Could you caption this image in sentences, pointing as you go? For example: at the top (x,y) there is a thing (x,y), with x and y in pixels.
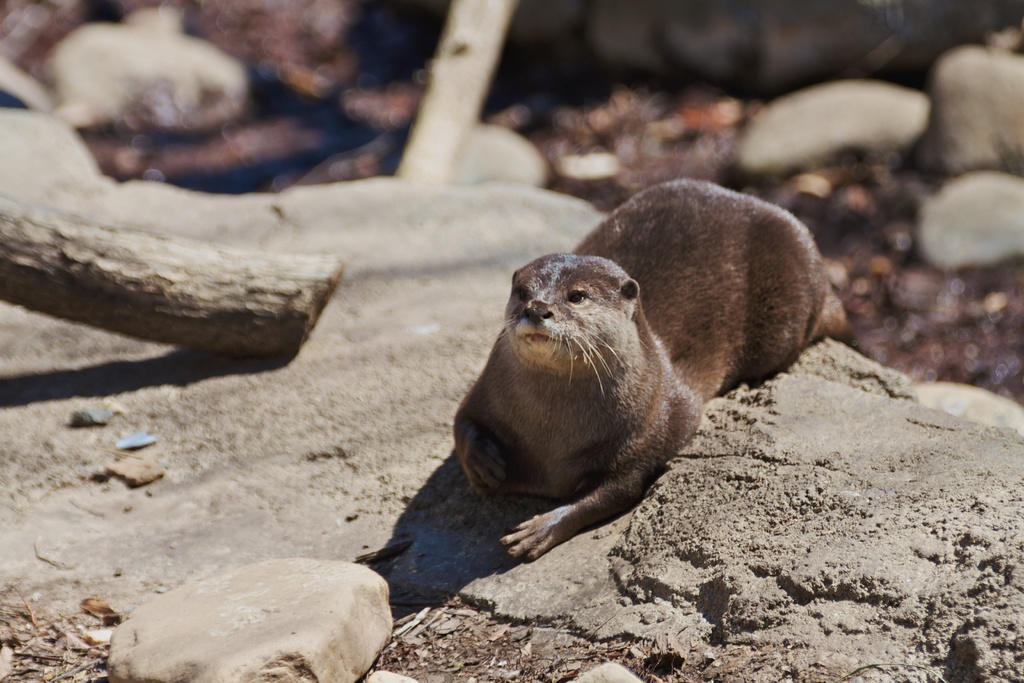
In this image I can see an animal (629,322) which is black, brown and cream in color is on the rocky surface (780,590). I can see a wooden log (234,278) and the blurry background (998,221) in which I can see few rocks (862,112).
